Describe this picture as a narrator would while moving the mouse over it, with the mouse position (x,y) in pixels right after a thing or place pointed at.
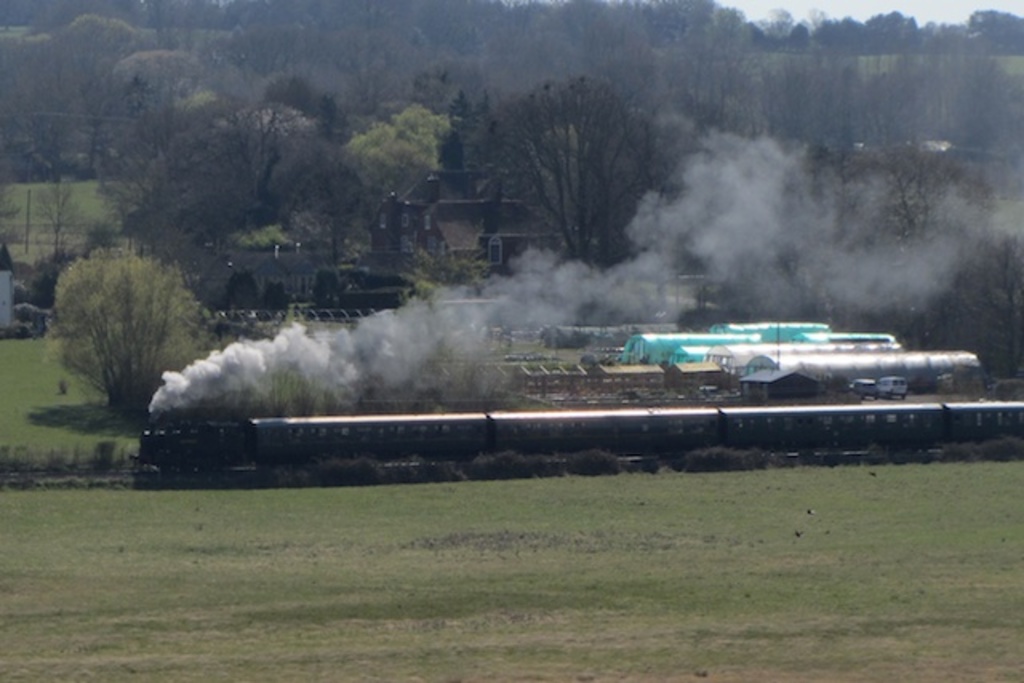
In this image we can see a train (276,436) on the track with some smoke (438,347). We can also see some plants (448,256), grass (569,539), trees (423,172), a house (479,248) with windows (498,246) and the sky (940,3).
